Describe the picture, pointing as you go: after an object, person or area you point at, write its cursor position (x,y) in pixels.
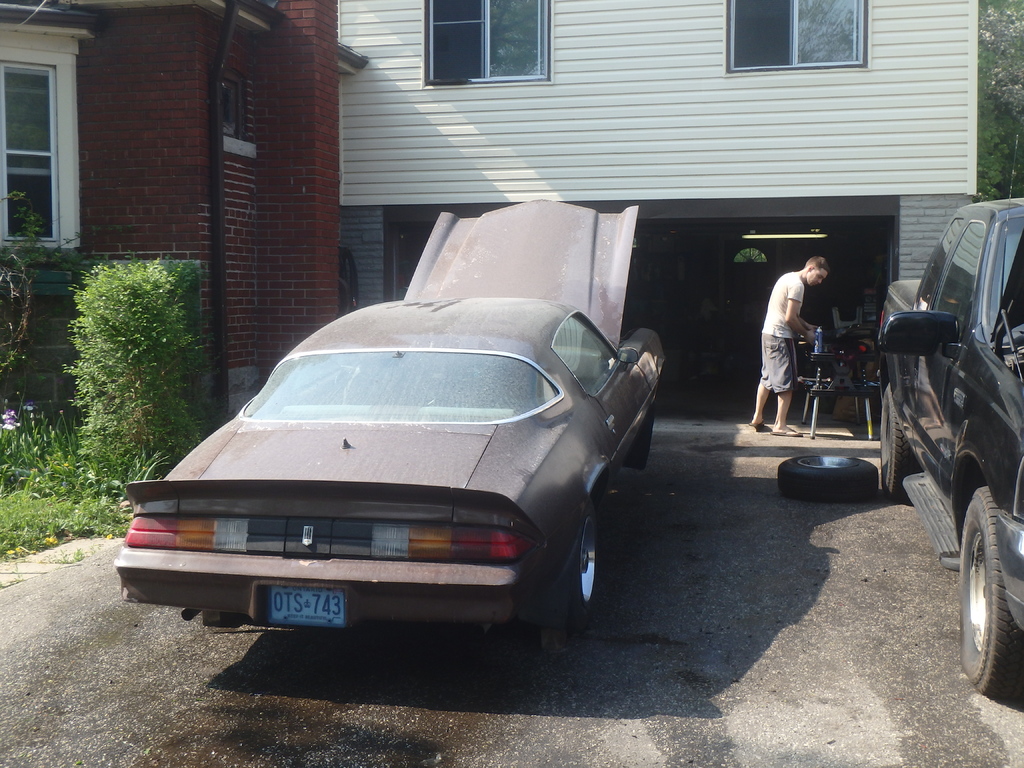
In this picture we can see vehicles (465,502) and a Tyre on the ground (671,575) and in the background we can see a person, building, trees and some objects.
